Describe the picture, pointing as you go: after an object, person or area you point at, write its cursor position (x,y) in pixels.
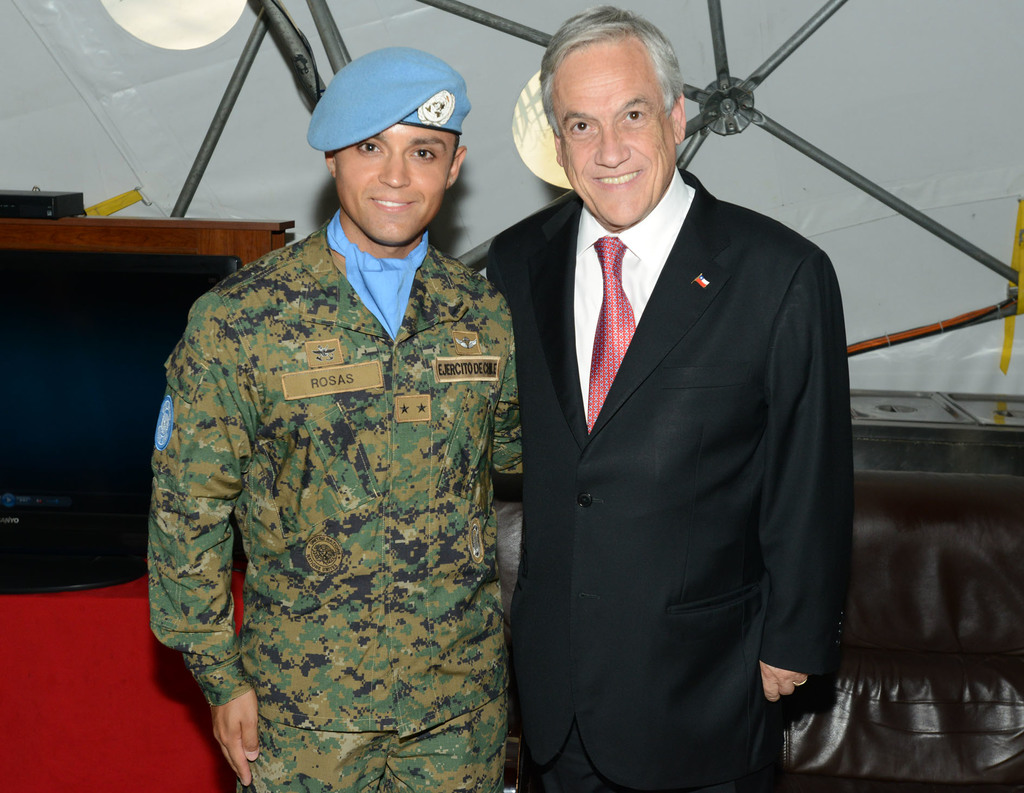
In this image I can see two people (405,550) standing. I can see one person (357,590) with the military uniform (333,566). And another person (607,579) with blazer (639,542), shirt (587,357) and tie (593,383). To the left (97,514) I can see the system (72,578), on the red color table (62,658). In the back (477,224) I can see the tent (491,230).
